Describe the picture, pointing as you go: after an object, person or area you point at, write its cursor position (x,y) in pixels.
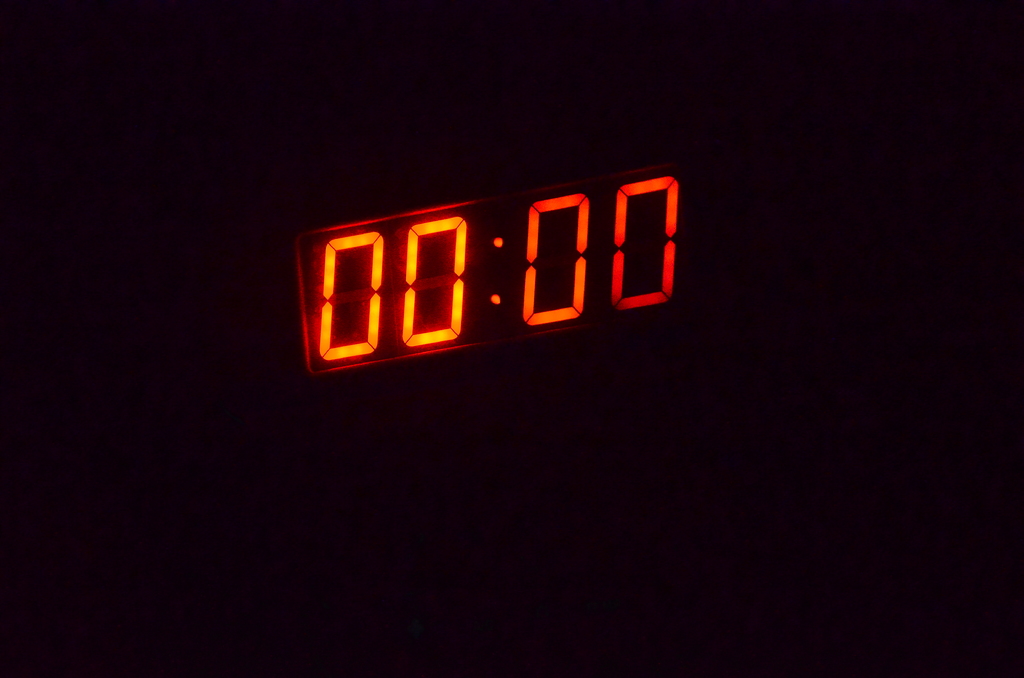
In this picture we can see a digital clock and in the background (846,211) we can see it is dark.
